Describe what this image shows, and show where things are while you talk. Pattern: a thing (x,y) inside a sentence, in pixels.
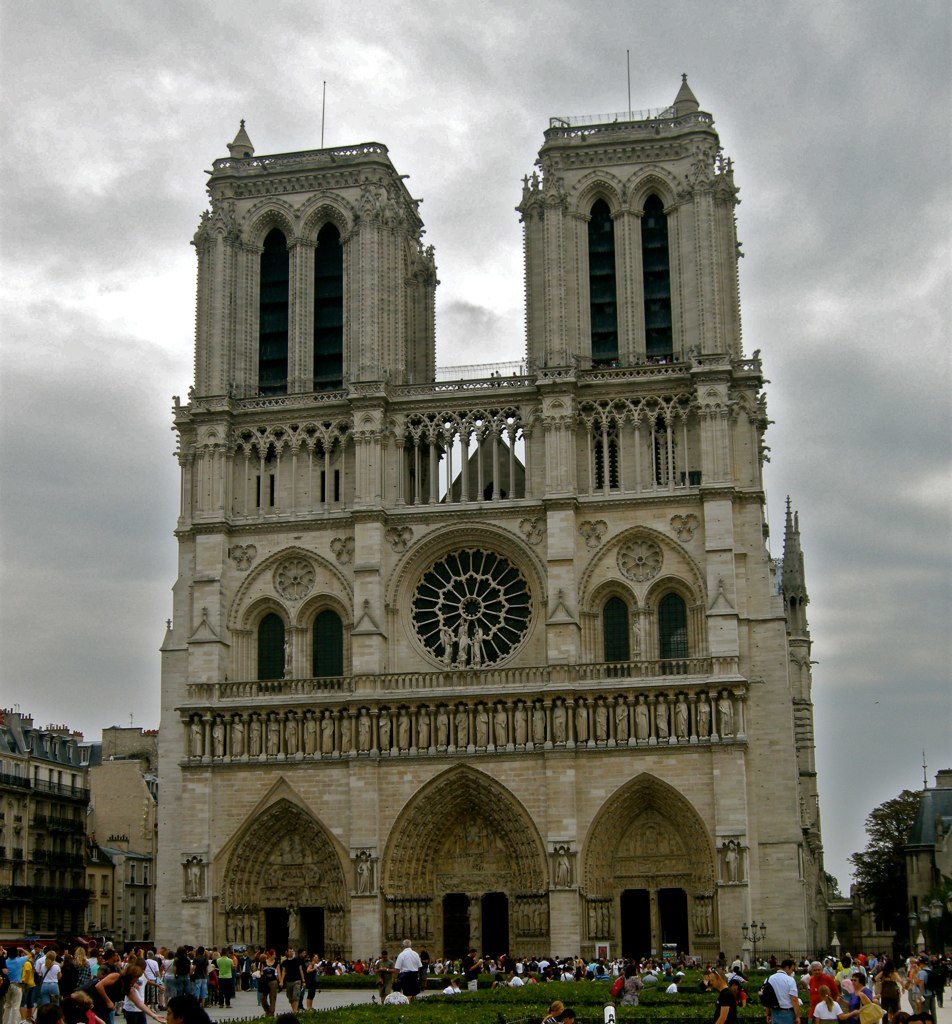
At the center of the image (433,658) there are some buildings (400,746), in front of the building (444,867) there are some people (285,984) standing and walking. In the middle of them there is a ground (483,1012) with grass (522,1011). In the background (473,99) there is a sky (865,508).
